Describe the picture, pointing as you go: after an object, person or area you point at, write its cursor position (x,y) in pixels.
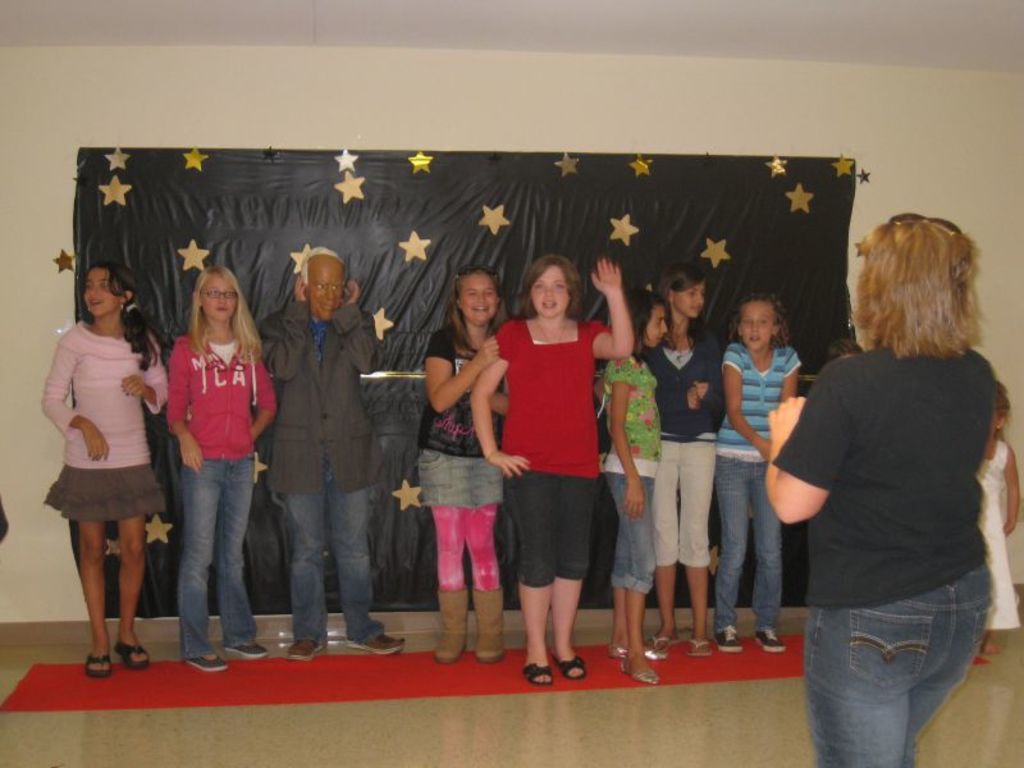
In this image there are a few people (685,375) standing on the red carpet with a smile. On the right side of the image (812,400) there is another person (866,432) standing. In the background (196,85) there are stars (627,239) on the black color sheet (450,254), which is attached to the wall (194,68).
